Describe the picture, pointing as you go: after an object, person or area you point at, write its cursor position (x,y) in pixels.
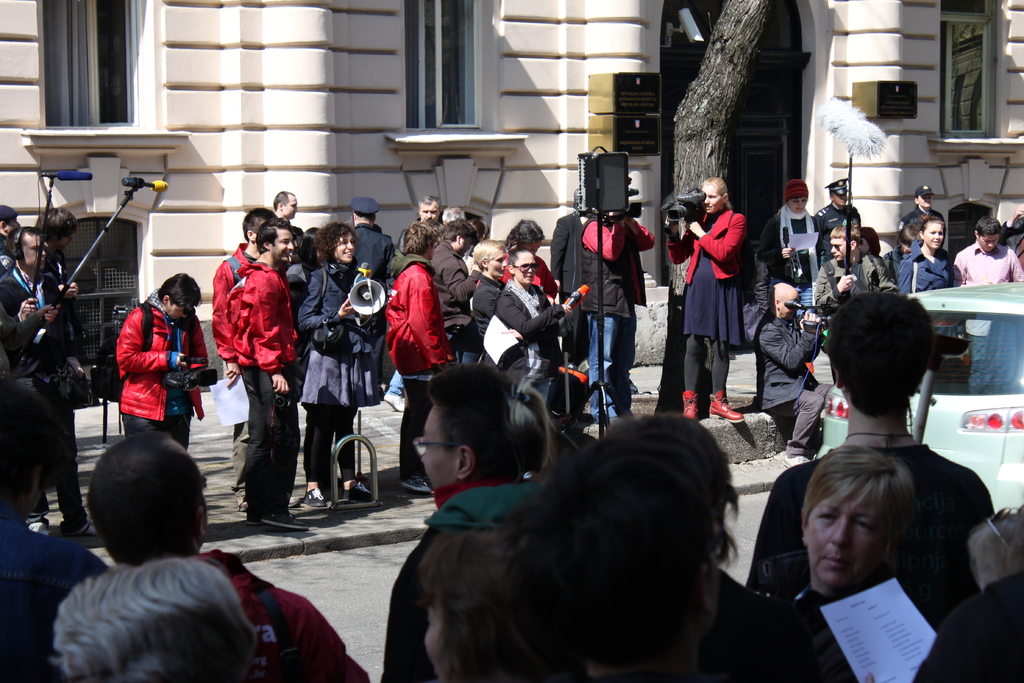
Here we can see some persons (631,524) and there is a car (1001,393). She is holding a camera (210,372) with her hands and they are holding mike's (587,289). This is road (349,607). In the background (440,156) there is a building (906,66). There are windows (967,79) and this is door (768,167).
